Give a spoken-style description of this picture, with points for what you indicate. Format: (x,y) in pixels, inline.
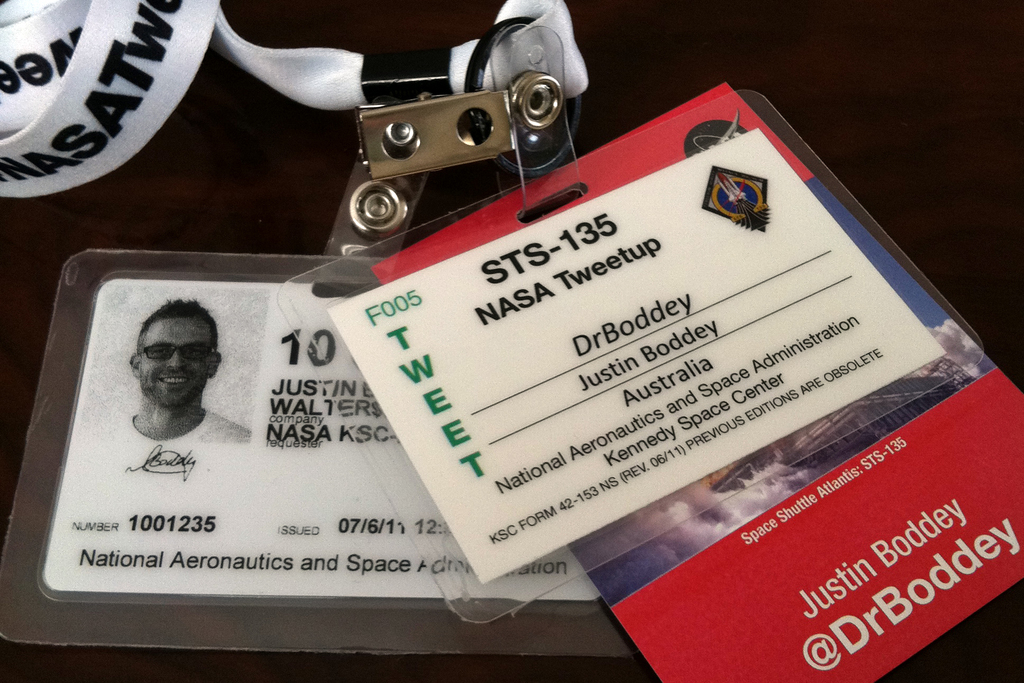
In this image there are a few id cards (332,391) with pictures (216,409) and text (315,388) on it with a tag (56,55) on a table (44,667).
